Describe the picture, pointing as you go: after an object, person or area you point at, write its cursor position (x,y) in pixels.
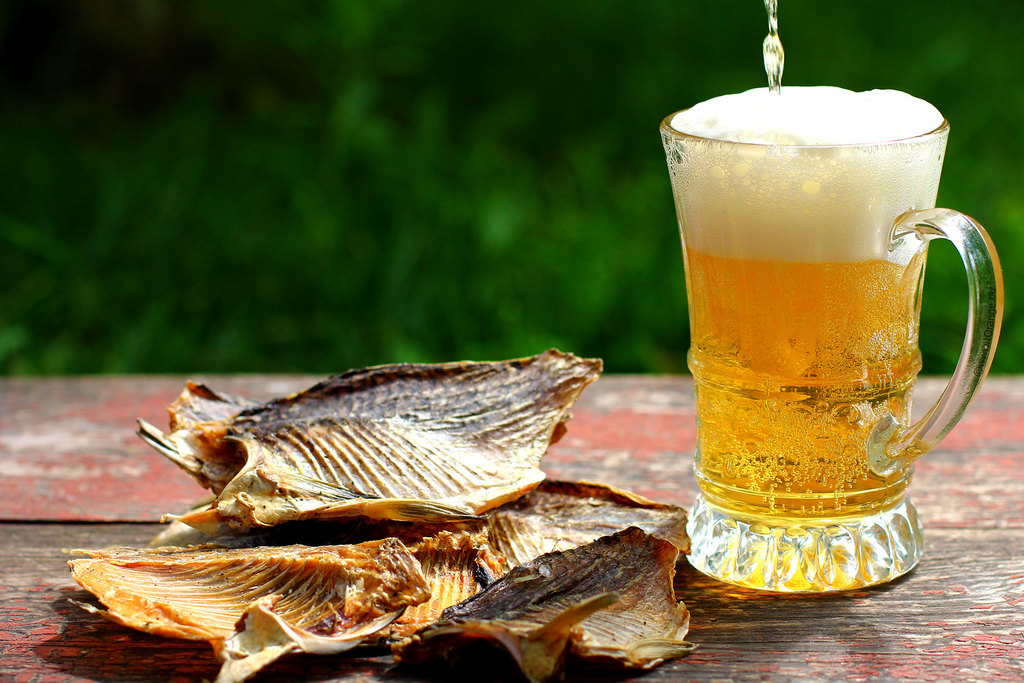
In this picture, we see a glass (727,291) containing the liquid (749,331) and a something (388,409) which look like the fried dishes (280,550) are placed on the red color wooden table (870,611). In the background (410,239), it is green in color. This picture is blurred in the background (416,165).
